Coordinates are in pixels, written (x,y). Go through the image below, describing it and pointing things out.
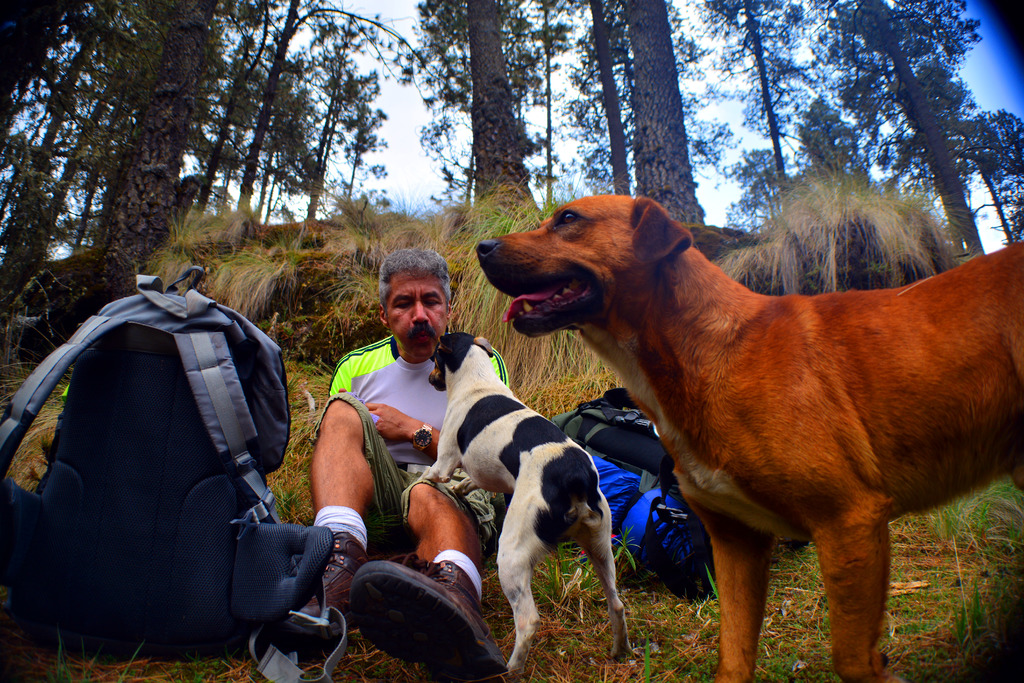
These are the two dogs (890,499) at here and a man (401,392) is playing with the dog (521,412) and behind him there are trees (710,154) and it's a bag (158,490).
